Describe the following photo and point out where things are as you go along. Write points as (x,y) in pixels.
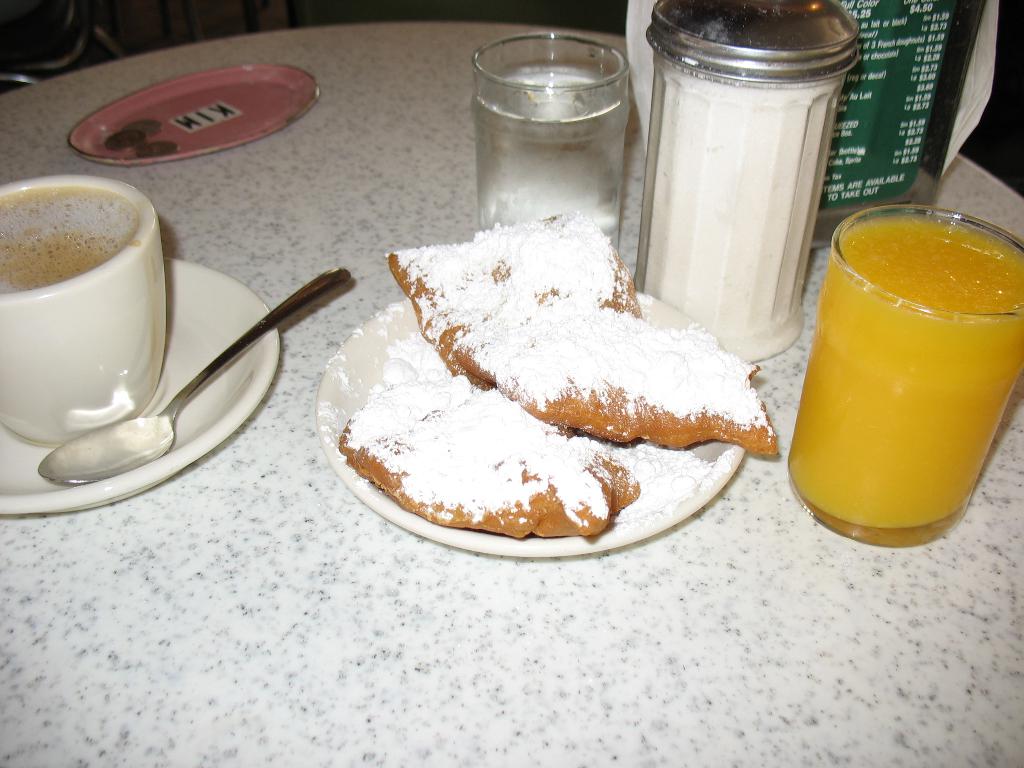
This is the table (376,586). I can see a glass of juice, plates (219,89), a cup of coffee (126,337) with saucer (208,314), spoon (281,303), a glass of water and few other objects (895,130) on it. This plate (559,517) contains a food item (487,487).
